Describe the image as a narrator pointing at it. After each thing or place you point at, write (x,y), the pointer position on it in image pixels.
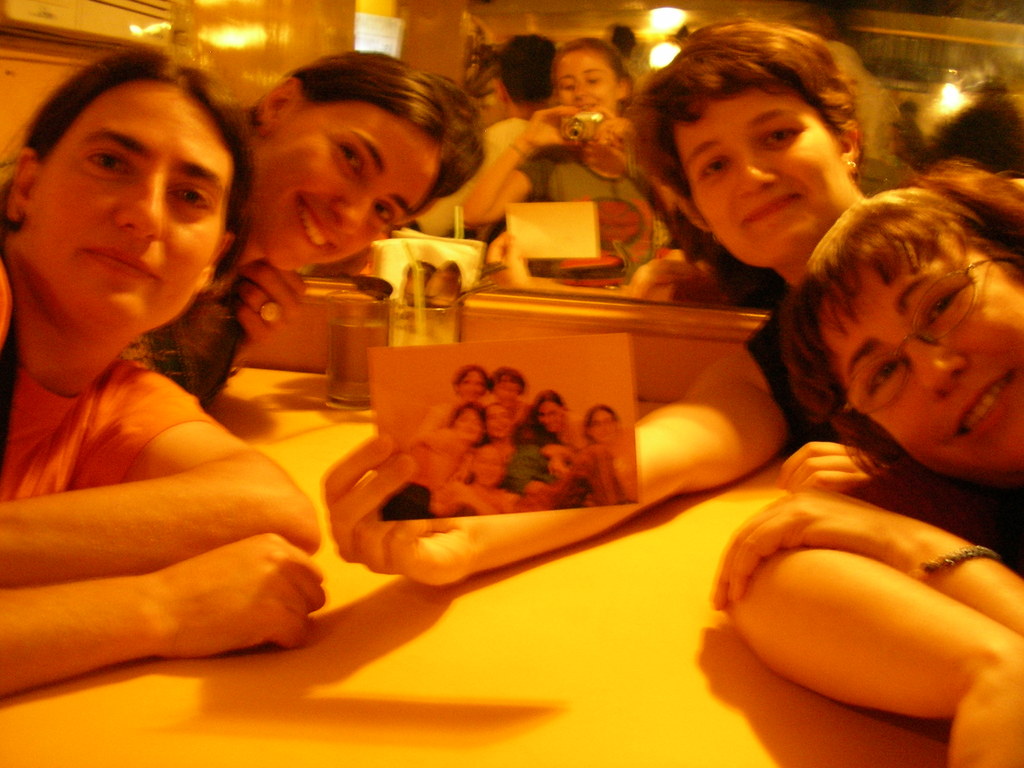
On the background (596,34) we can see lights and few persons (564,70). Here we can see four persons (363,530) giving a still to the camera. This person (732,217) is holding a photo (507,436) in hand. We can see this woman (590,80) is holding a camera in her hands (615,139). On the table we can see glasses (419,335) with straws (422,300).
